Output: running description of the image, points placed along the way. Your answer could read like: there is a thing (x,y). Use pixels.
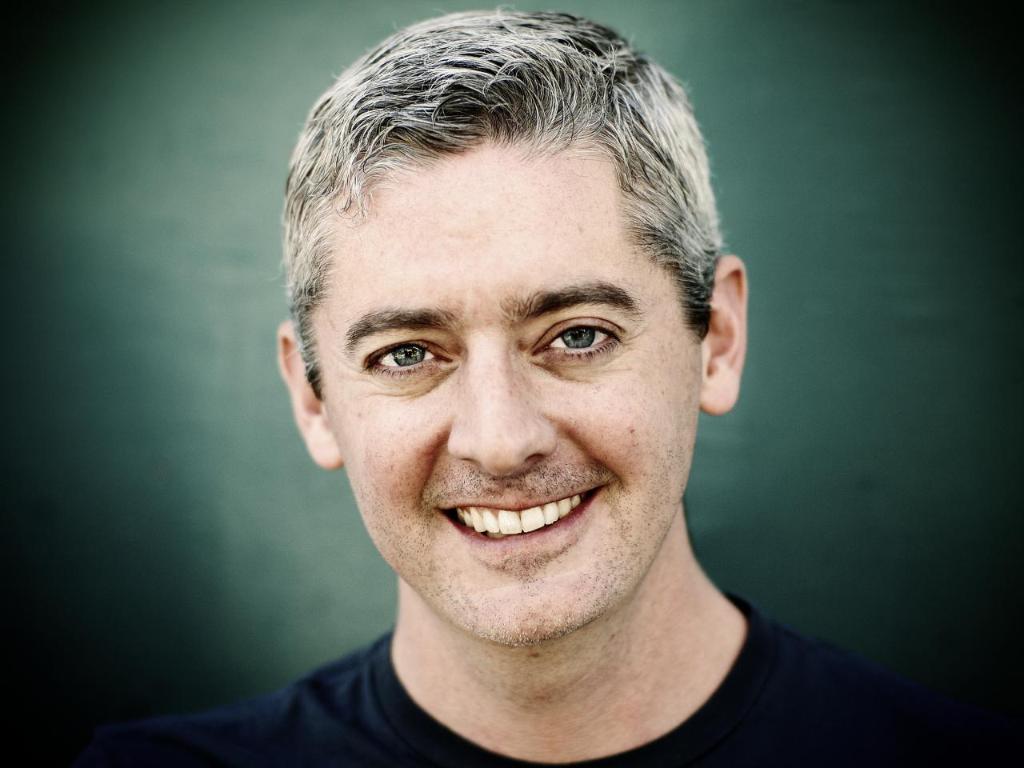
In this image, I can see the man (601,552) smiling. He wore a black T-shirt (447,736). The background (781,70) looks dark green in color.
